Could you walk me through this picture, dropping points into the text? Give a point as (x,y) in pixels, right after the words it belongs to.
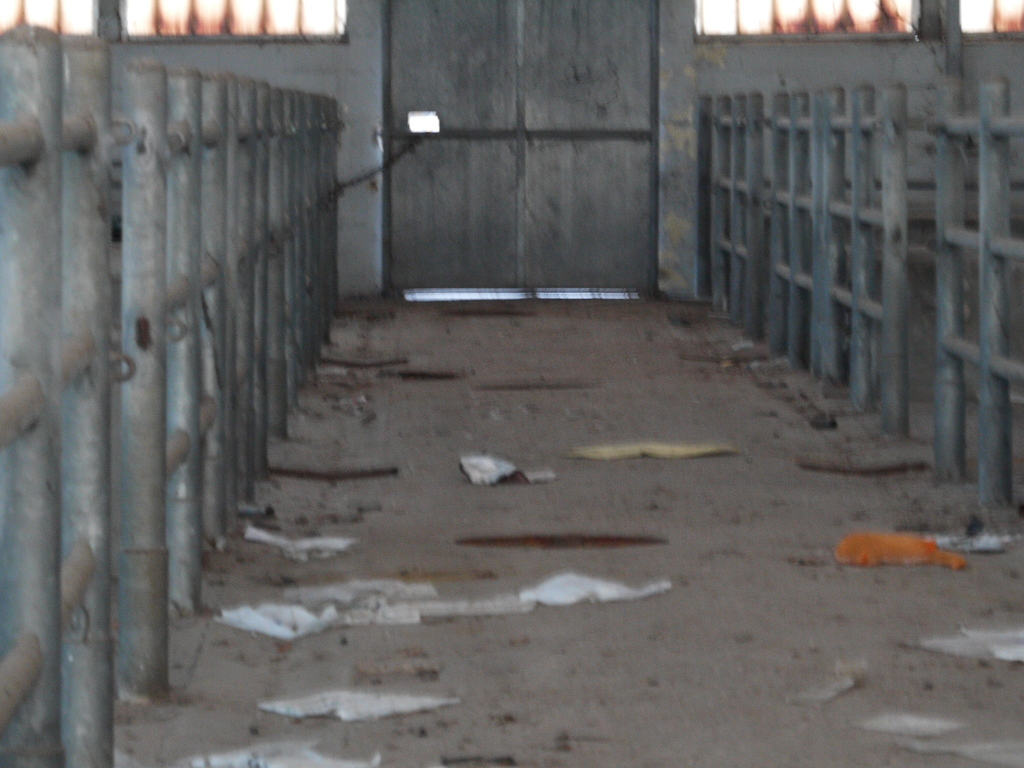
In this image, we can see a gate (463,10) and there are railings (142,180). At the bottom (413,592), there are papers (586,594) on the ground (466,680).
